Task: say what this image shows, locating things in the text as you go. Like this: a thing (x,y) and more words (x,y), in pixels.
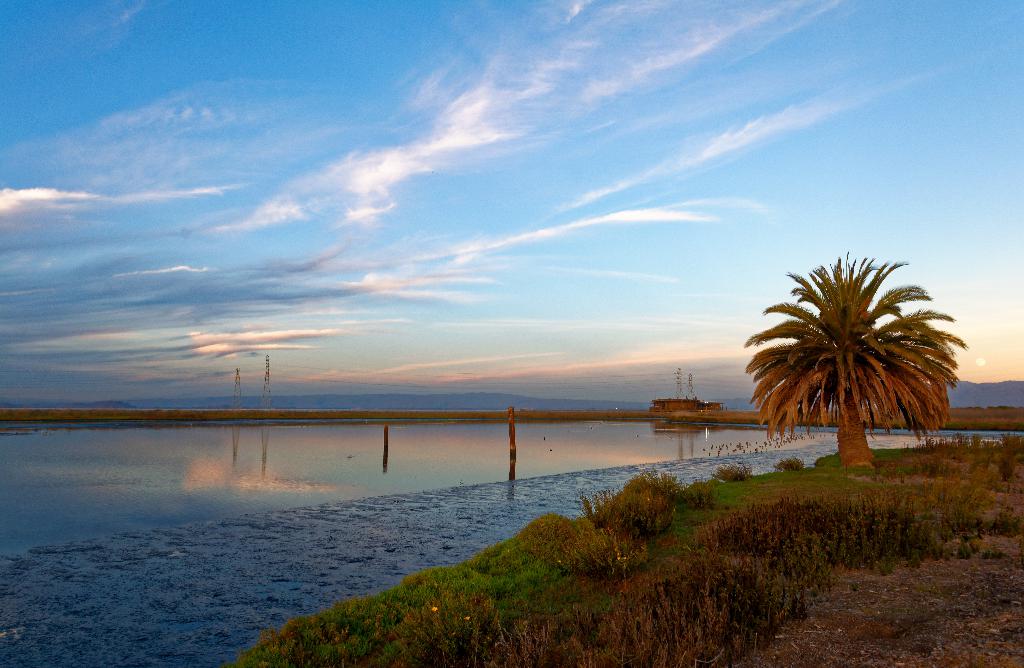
This picture is clicked outside the city. On the right (705,607) we can see the plants (765,576), green grass (521,561) and a tree (848,449). In the center (675,445) there is a water body (358,527) and we can see the sky (542,301) with some clouds (633,352) and there are some objects (686,397).
